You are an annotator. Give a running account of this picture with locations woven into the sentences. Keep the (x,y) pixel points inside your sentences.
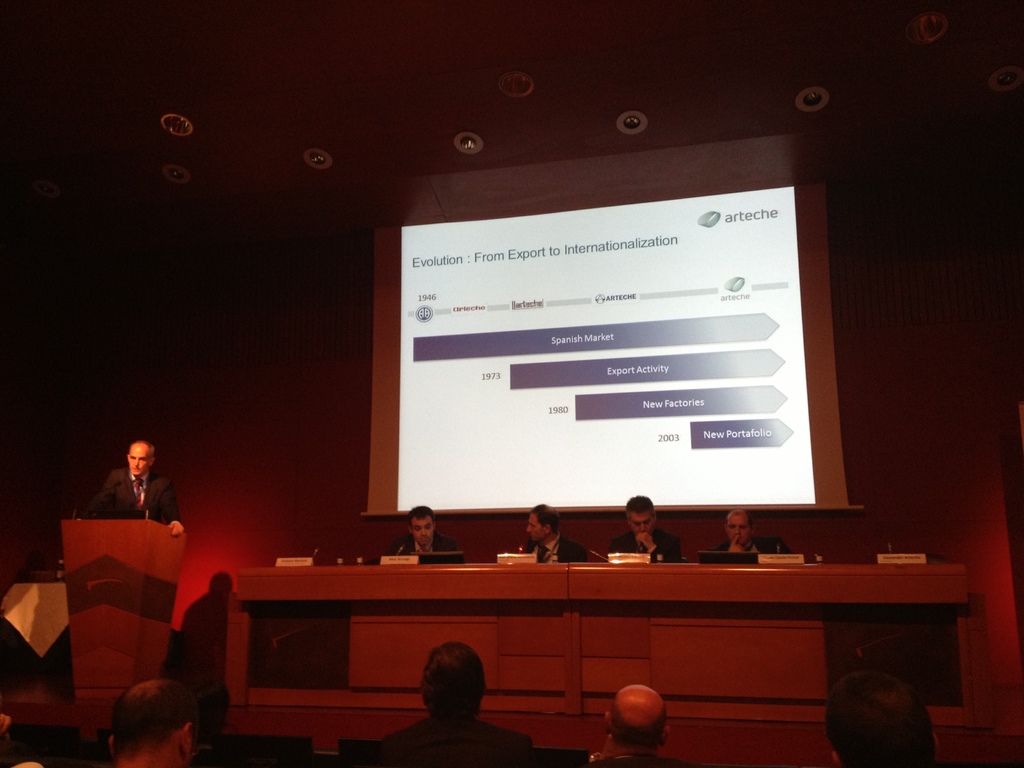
In this image I can see on the left side (163,543) a man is standing near the podium (175,548) and speaking. In the middle (531,478) 4 men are sitting and there is a projector screen (683,370). At the bottom (641,723) there are people (132,751) sitting on the chairs (252,744).
